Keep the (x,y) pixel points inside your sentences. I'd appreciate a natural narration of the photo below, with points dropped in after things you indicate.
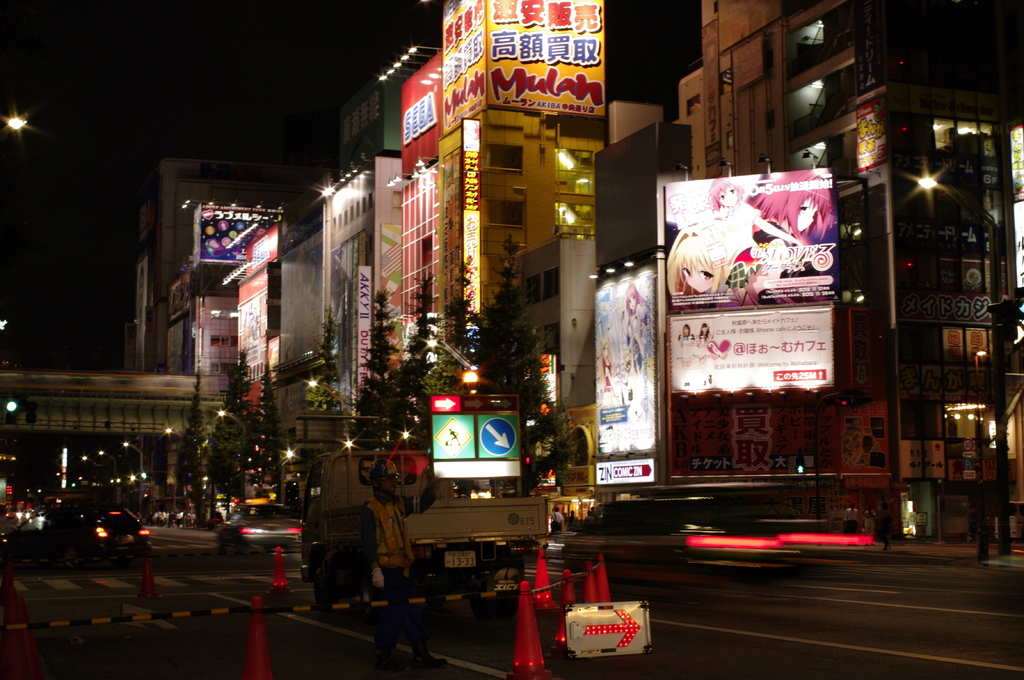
In this image we can see many buildings (590,254). There are many trees (385,387) a side of road (190,530). There is a street light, at the right most of the image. There are few vehicles (266,520) moving on the road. A person (404,566) is standing on the road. There are some hoardings (505,83) attached to the buildings (540,257).
